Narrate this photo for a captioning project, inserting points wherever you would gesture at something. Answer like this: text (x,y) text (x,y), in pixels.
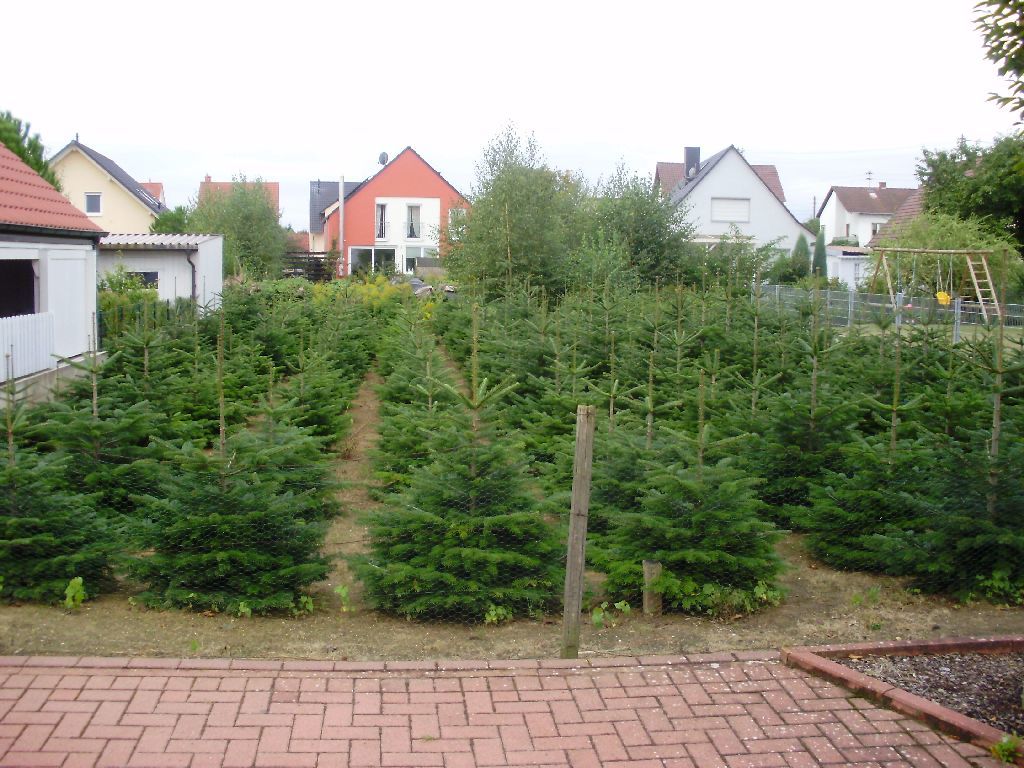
In this image we can see some plants (488,562) on the ground (346,499) and there are some houses (399,255) in the background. There are some trees (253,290) and we can see the sky (519,124) at the top (55,46).
